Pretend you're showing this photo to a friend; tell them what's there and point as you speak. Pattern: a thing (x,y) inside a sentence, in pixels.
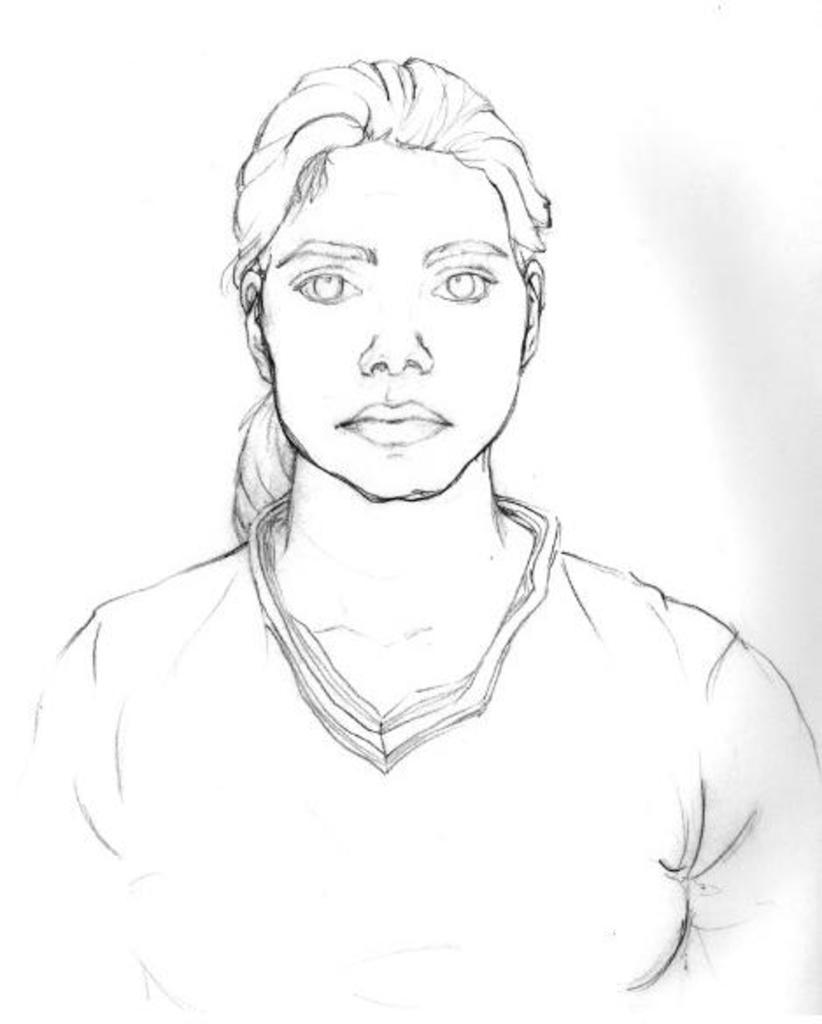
In this picture I can see sketch of a woman (396,270) and I can see white background (195,207).
